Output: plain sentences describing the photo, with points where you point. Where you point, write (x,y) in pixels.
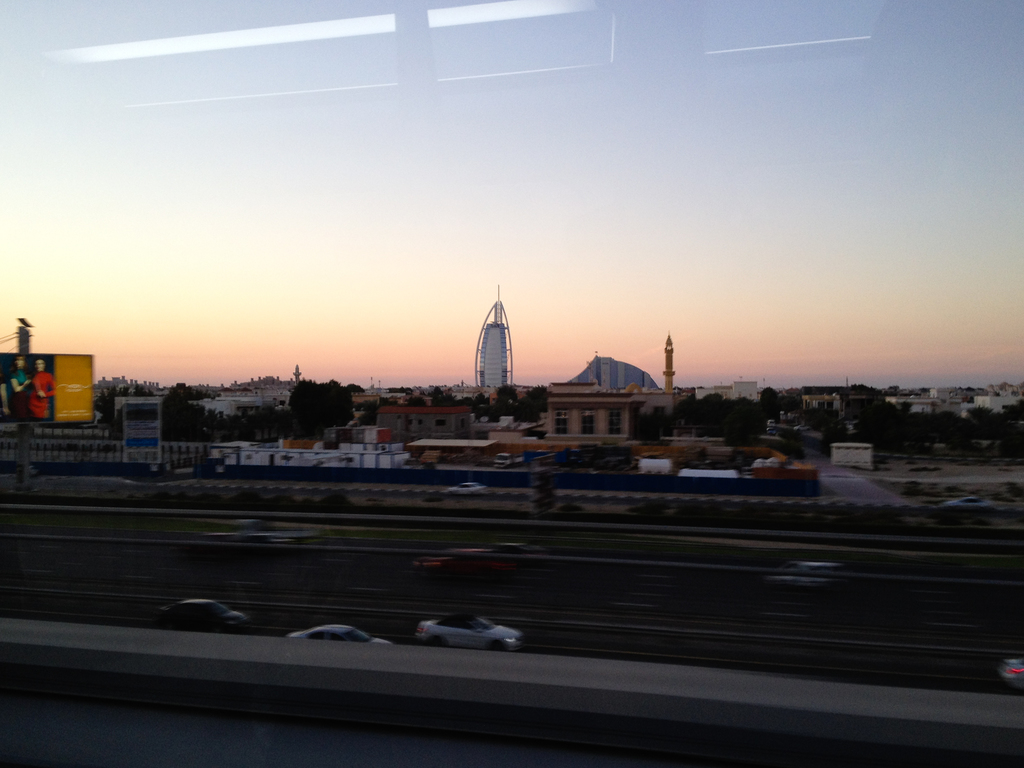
In this image I can see a road (1002,597) in the front (532,645) and on it I can see number of vehicles (438,568). In the background (364,450) I can see number of buildings (272,403), number of trees (315,388) and the sky (424,247). I can also see a hoarding (4,408) on the left side of this image (16,362).
